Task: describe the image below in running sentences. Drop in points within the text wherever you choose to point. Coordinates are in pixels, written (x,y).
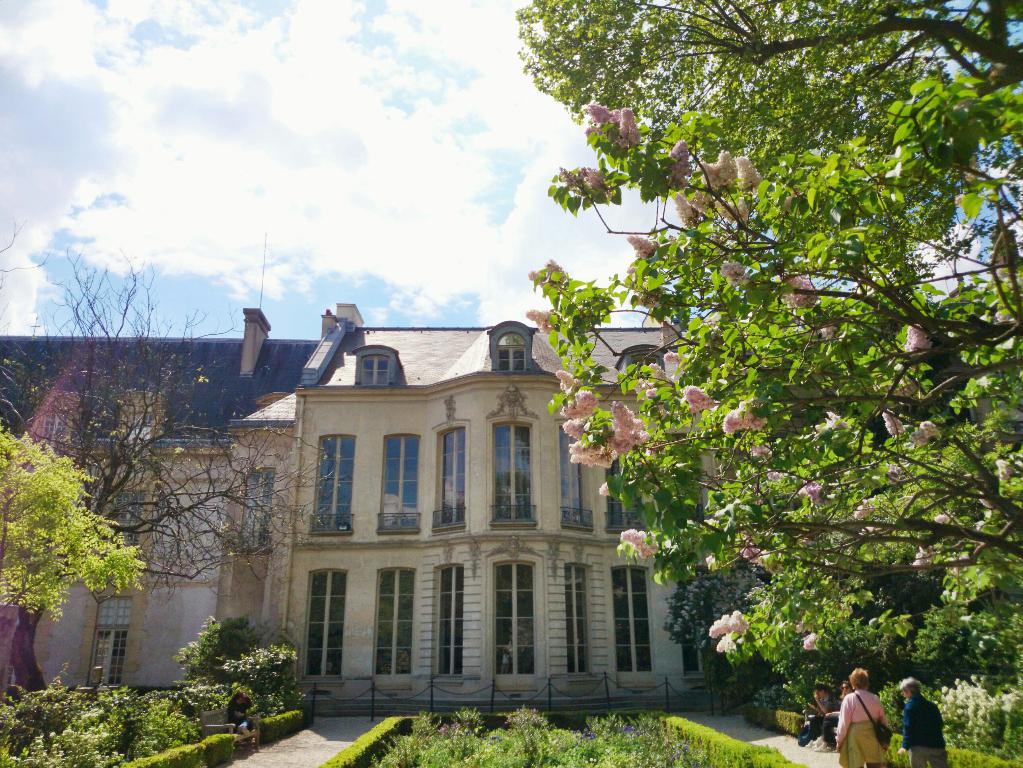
This image consists of a building (463,436). On the right (905,422), we can see a tree (840,326). At the top (281,144), there are clouds (254,168) in the sky (263,231). At the bottom (849,736), there are two persons (851,730) walking. And we can see small plants (120,741) on the ground (339,747).
